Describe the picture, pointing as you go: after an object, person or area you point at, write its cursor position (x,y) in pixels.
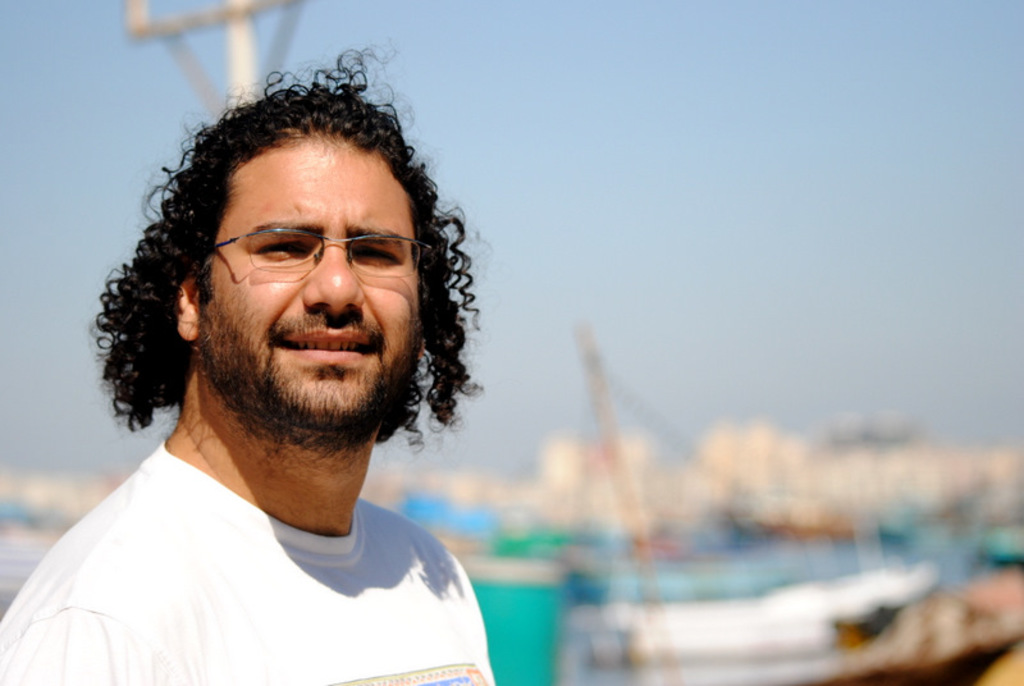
In this image I can see a man (238,508) is wearing spectacles (370,254) and a white t-shirt (272,591). In the background (707,295) I can see the sky (589,310). The background of the image (726,299) is blurred.
